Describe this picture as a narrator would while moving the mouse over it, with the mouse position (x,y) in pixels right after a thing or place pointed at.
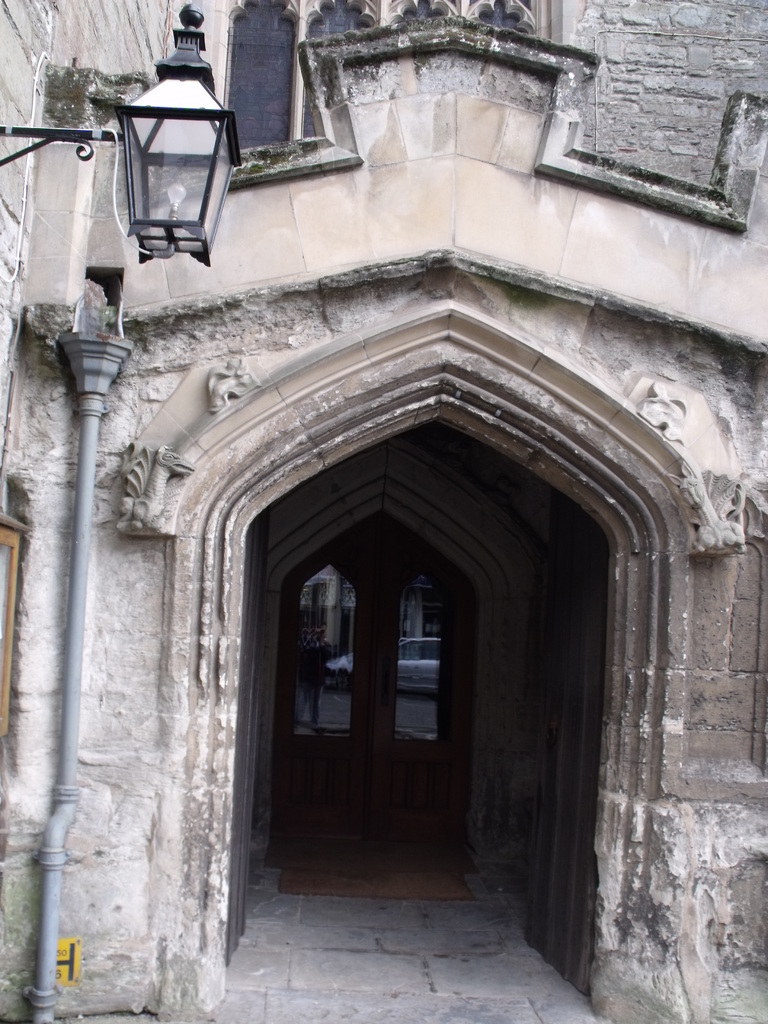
In the picture we can see the old building part (737,750) with a wooden door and on the wall (701,843) of the building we can see a lamp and beside it we can see a pipe (72,688).
